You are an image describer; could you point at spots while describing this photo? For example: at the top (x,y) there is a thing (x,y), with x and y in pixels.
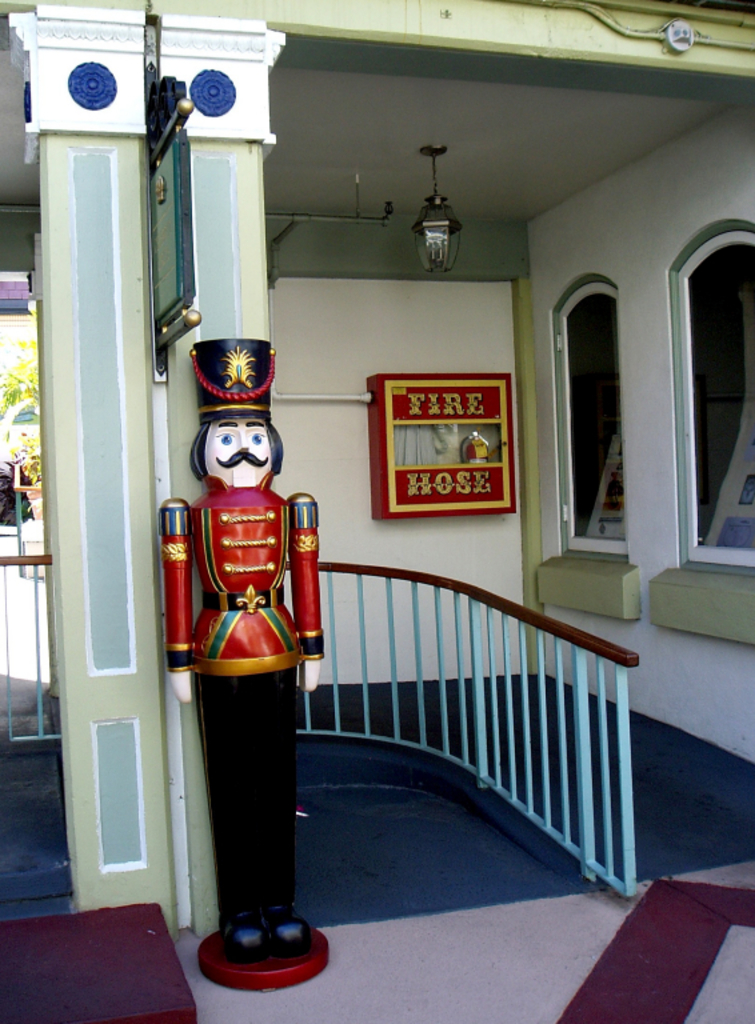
It is a statue (298,967) in the shape of a toy soldier (298,588) and this is the fire hose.
